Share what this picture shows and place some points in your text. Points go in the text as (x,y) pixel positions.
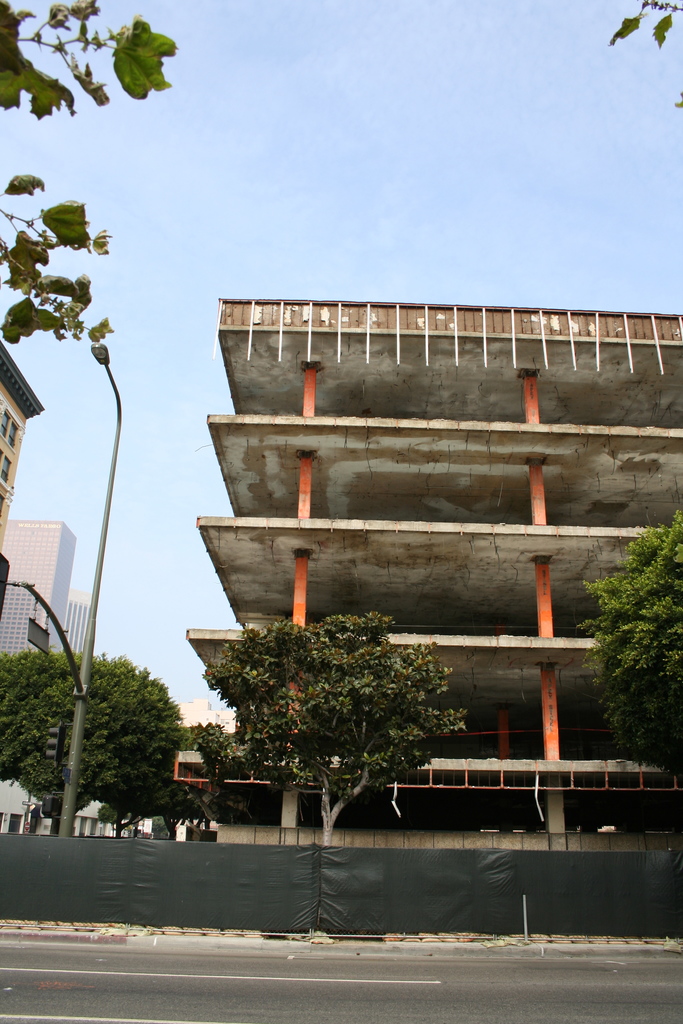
In this image I can see few plants (625,742) in green color, a light pole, background (45,551) I can see few buildings (59,527) in cream, white color and the sky (267,226) is in blue color.
